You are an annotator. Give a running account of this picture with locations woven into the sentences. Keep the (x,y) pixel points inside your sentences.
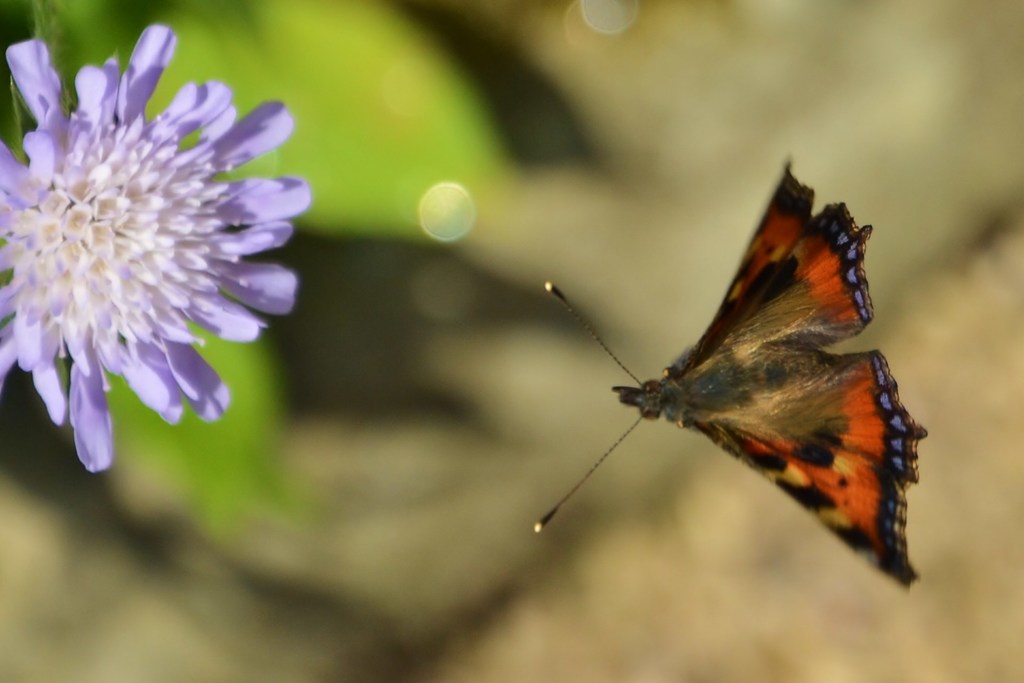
On the right side of the image (739,327) there is a butterfly (691,381). On the left side of the image (120,203) a flower (116,178) and leaves (11,274) are there. In the background (457,280) the image is blur.
